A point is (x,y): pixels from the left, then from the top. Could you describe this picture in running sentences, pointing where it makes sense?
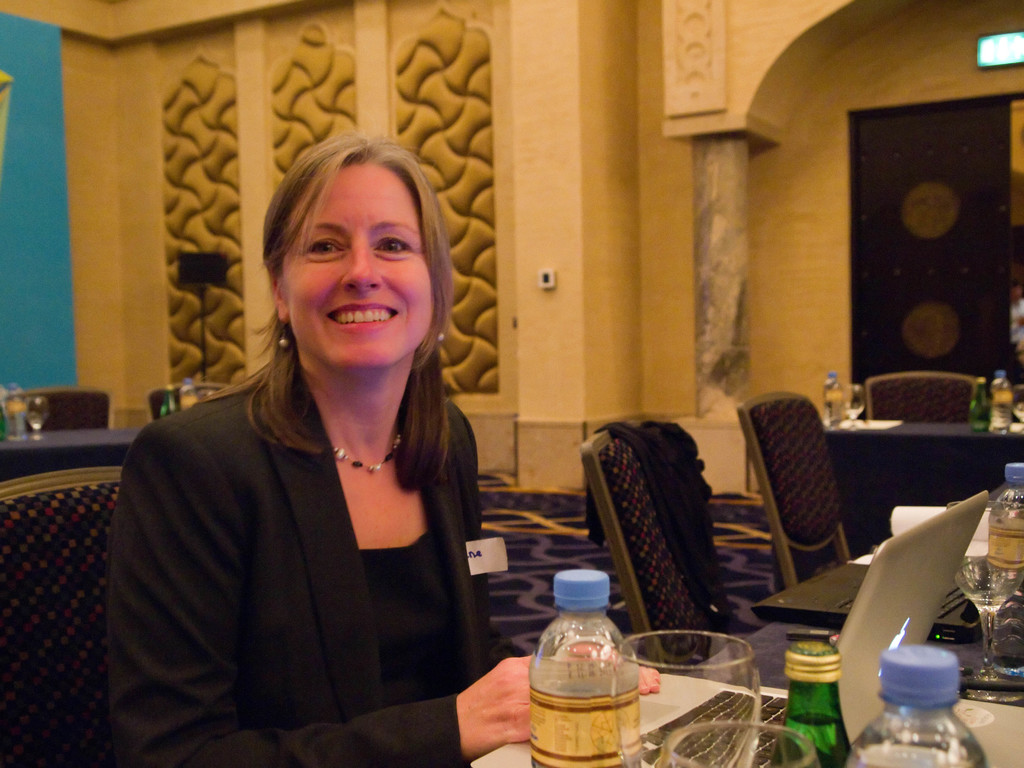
A woman (276,522) is sitting in a chair (109,714) at a table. There is a laptop (775,718) in front of her. Few bottles (537,744) and glasses (736,741) are placed on the table (781,645).
